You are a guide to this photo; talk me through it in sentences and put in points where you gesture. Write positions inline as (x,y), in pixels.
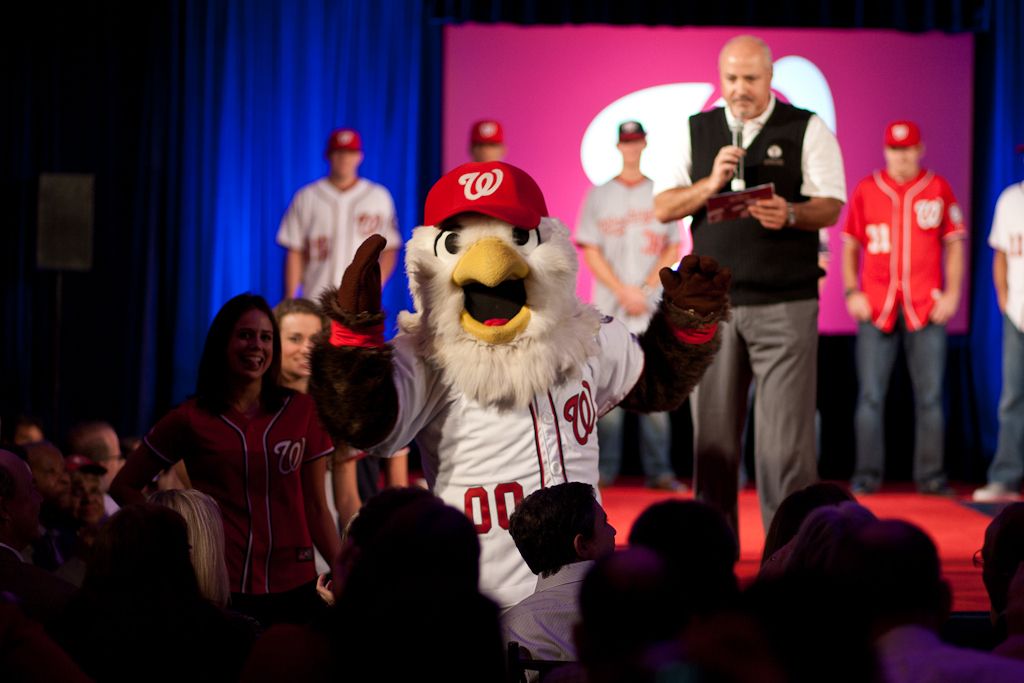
In this image I can see people (684,214), curtain (424,104), speaker (73,193) and stage (936,521). Among them one person (493,350) wore a costume (497,341) and another person (744,122) is holding a mic (734,138) and card (766,196).
